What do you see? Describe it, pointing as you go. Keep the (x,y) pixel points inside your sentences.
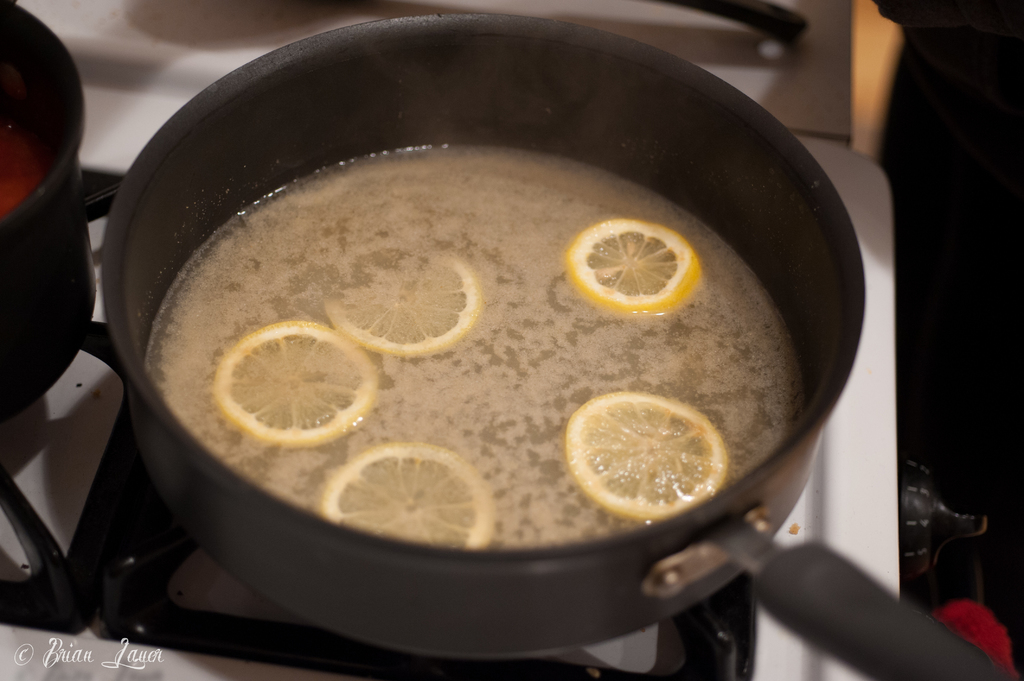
In this image we can see food items (348,343) in pans (24,360). At the bottom of the image (103,488) there is stove (91,454).
